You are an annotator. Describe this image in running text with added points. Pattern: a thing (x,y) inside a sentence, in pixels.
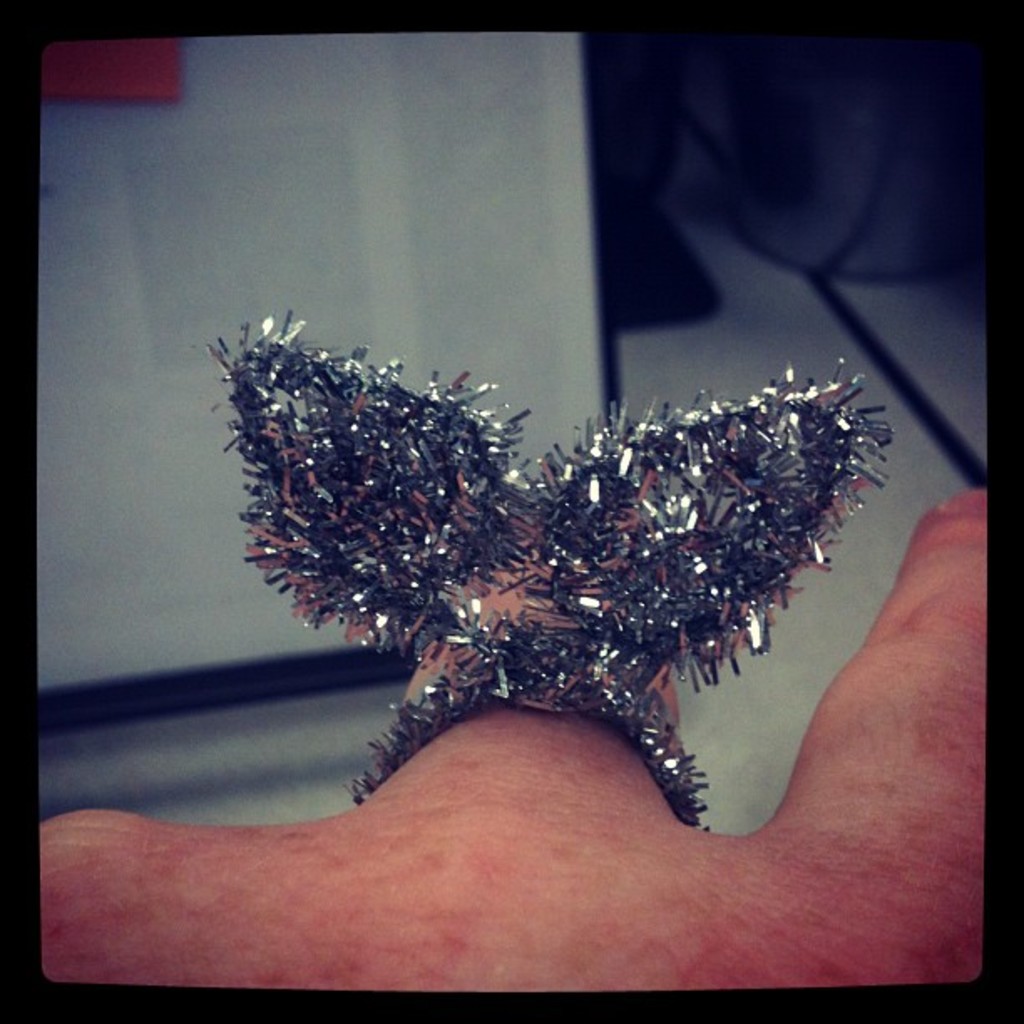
This image is taken indoors. At the top of the image (342,111) there is a table (113,496) on the floor (770,657). At the bottom of the image (373,864) there is a hand (497,791) with a finger ring (467,518).
